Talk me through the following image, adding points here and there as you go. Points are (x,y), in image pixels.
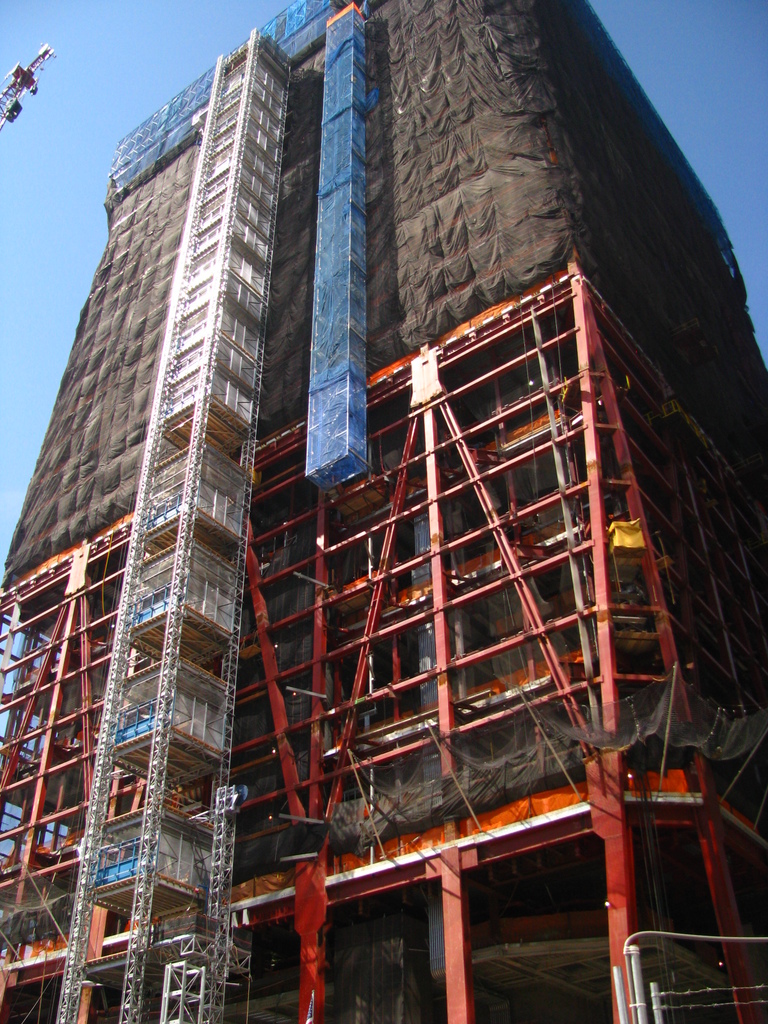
In this image in the center (499,564) there is a building (330,888), and there are some iron poles (227,710). At the top (87,28) there is sky (661,59).
